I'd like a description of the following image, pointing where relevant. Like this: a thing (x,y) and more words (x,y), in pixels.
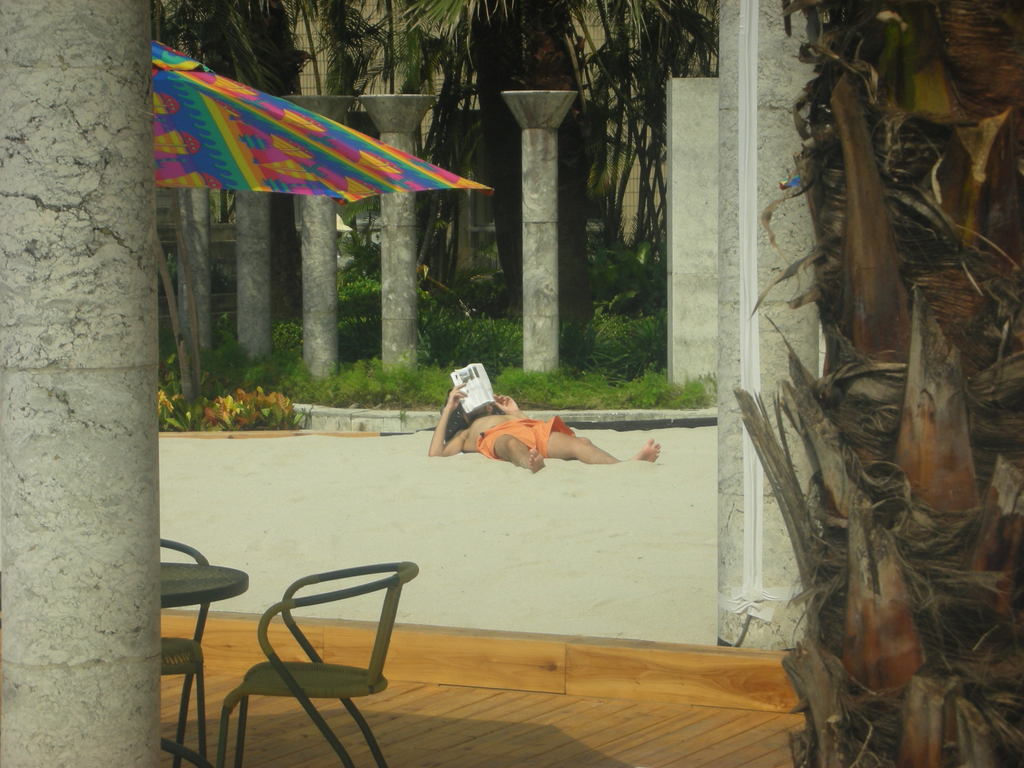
This is a picture taken in the outdoor, a man (529,429) is lying on the sand (495,472) and holding a book (478,399). In front of the man (506,450) there is a floor (485,703) which is covered with wood (467,705) on the floor (445,690) there is a chair (268,670), table (220,595), umbrella (225,111). Background of this people (494,419) is a pillar (386,264) and trees (461,158).
